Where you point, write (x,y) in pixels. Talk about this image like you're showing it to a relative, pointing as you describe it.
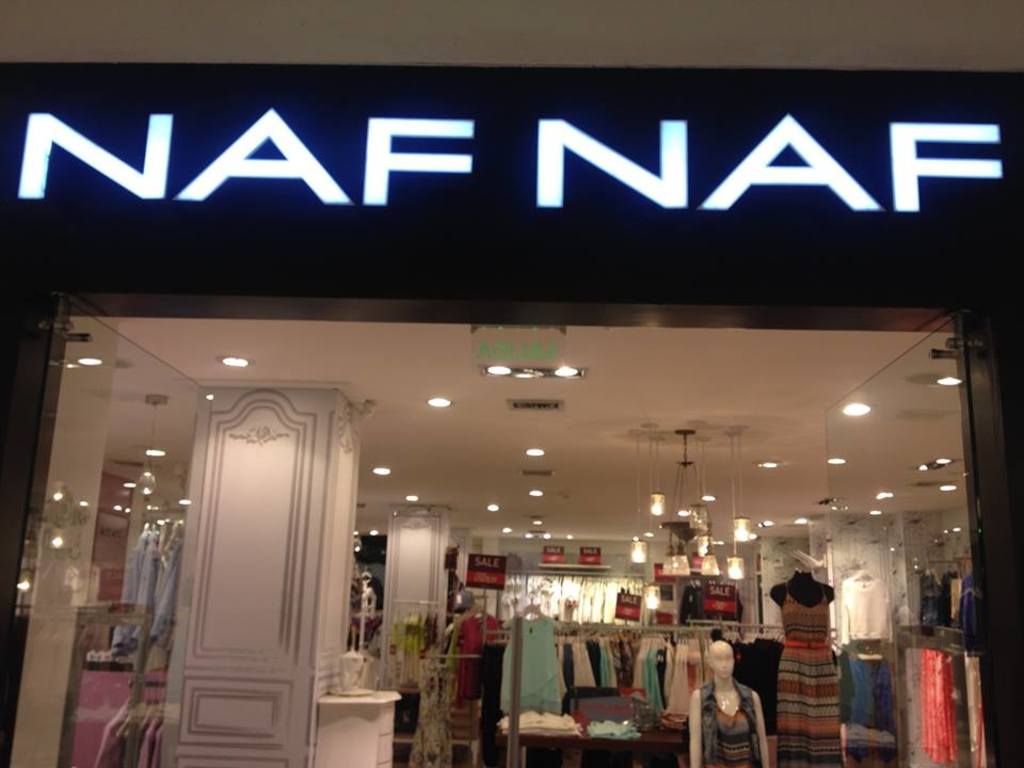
In this image i can see a cloth store (607,648) in which there are few clothes (629,673) and few mannequins (715,697).
